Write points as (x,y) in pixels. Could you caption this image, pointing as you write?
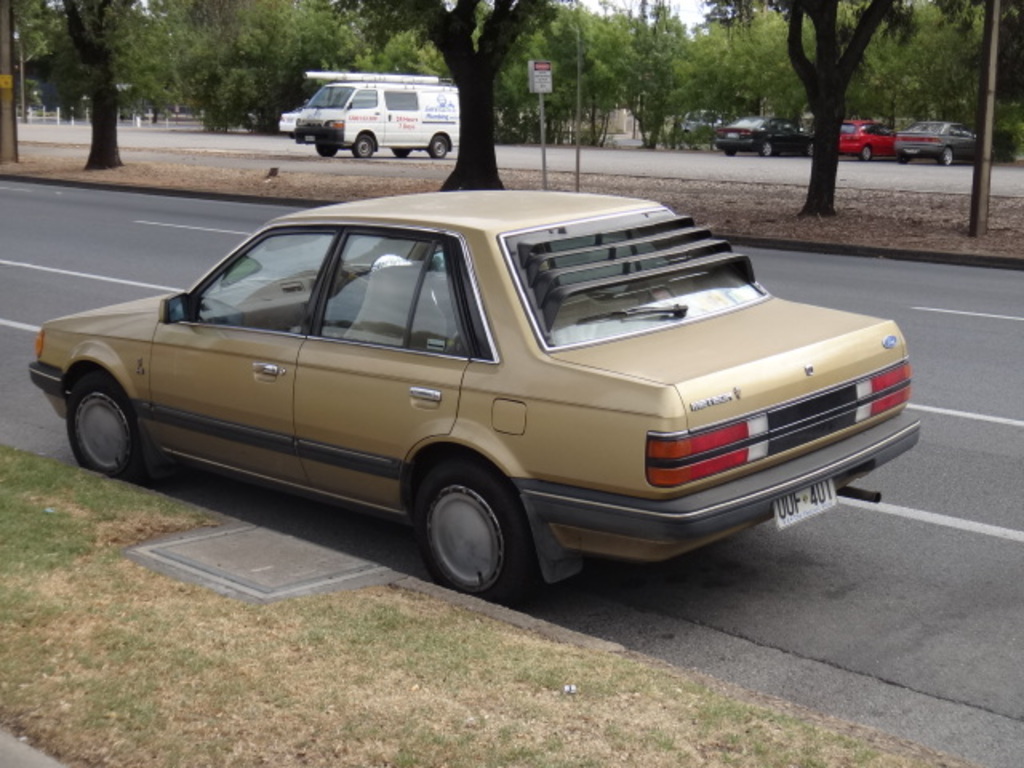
In the image there is a car (231,346) in the foreground (65,354) and around that there are trees (530,115) and other vehicles (716,123).
